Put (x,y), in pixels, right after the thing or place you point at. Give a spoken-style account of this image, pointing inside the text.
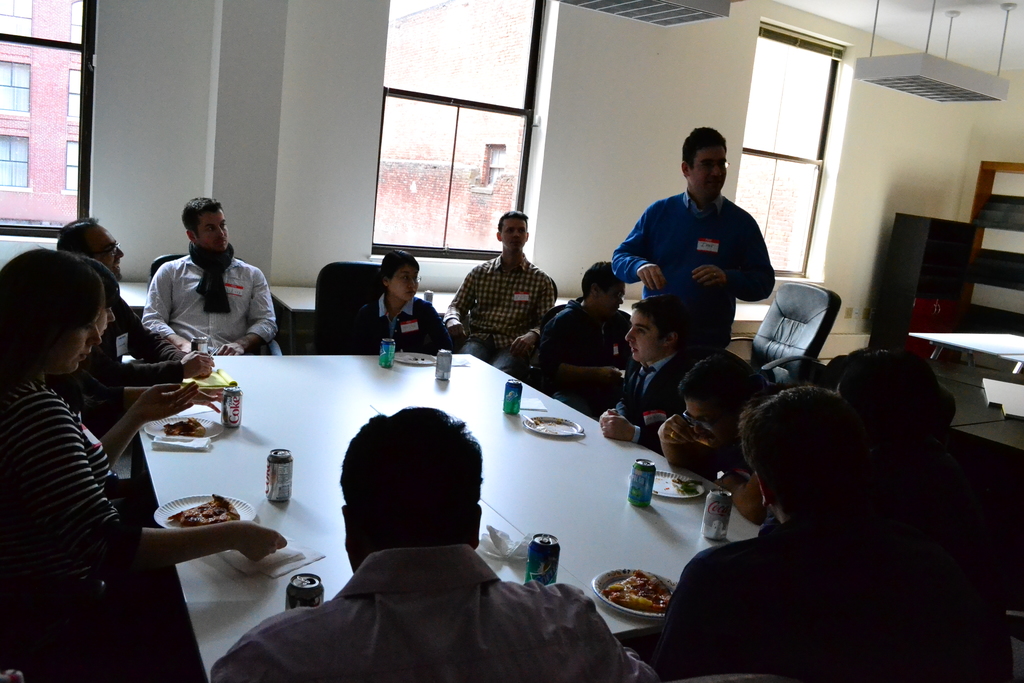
Here we can see a group of people (176,279) are sitting on the chair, and in front (556,471) here is the table (536,491) and tins (519,404) and plates (537,425) on it, and here a person (656,272) is standing, and here is the window (466,146), and here is the building (35,107).
